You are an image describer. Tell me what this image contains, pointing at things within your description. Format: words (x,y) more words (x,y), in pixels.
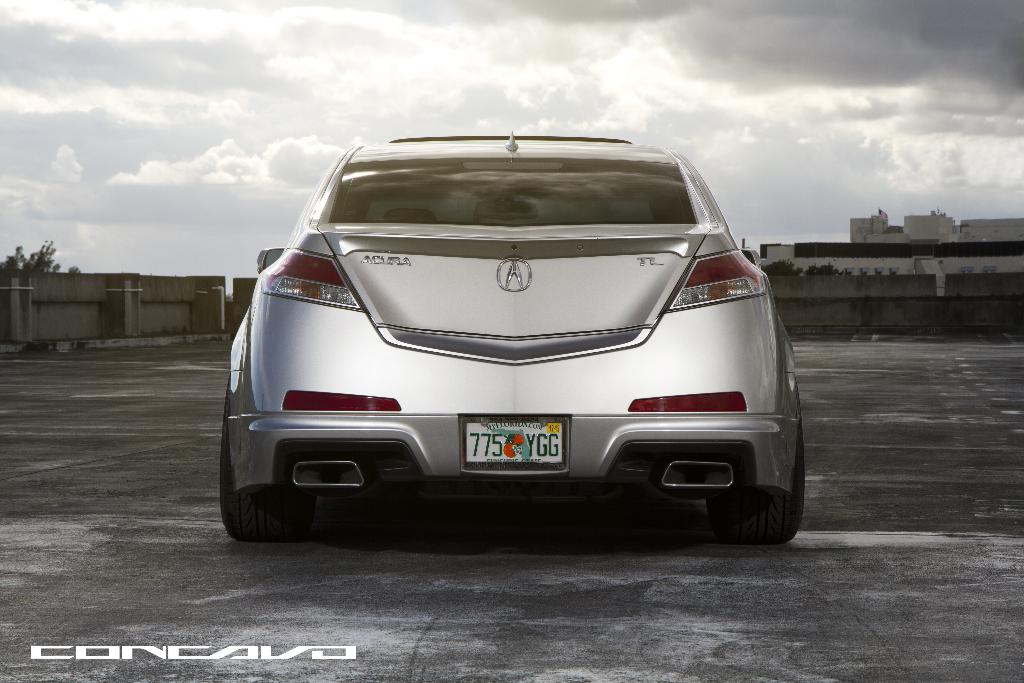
In the center of the image (544,393) a car (552,361) is there. In the background of the image (88,293) we can see wall (140,293), trees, buildings (904,264), some plants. At the bottom of the image (237,653) some text (225,649) is there. In the background of the image (1021,356) there is a road (459,520). At the top of the image (496,99) clouds (521,88) are present in the sky (803,53).
